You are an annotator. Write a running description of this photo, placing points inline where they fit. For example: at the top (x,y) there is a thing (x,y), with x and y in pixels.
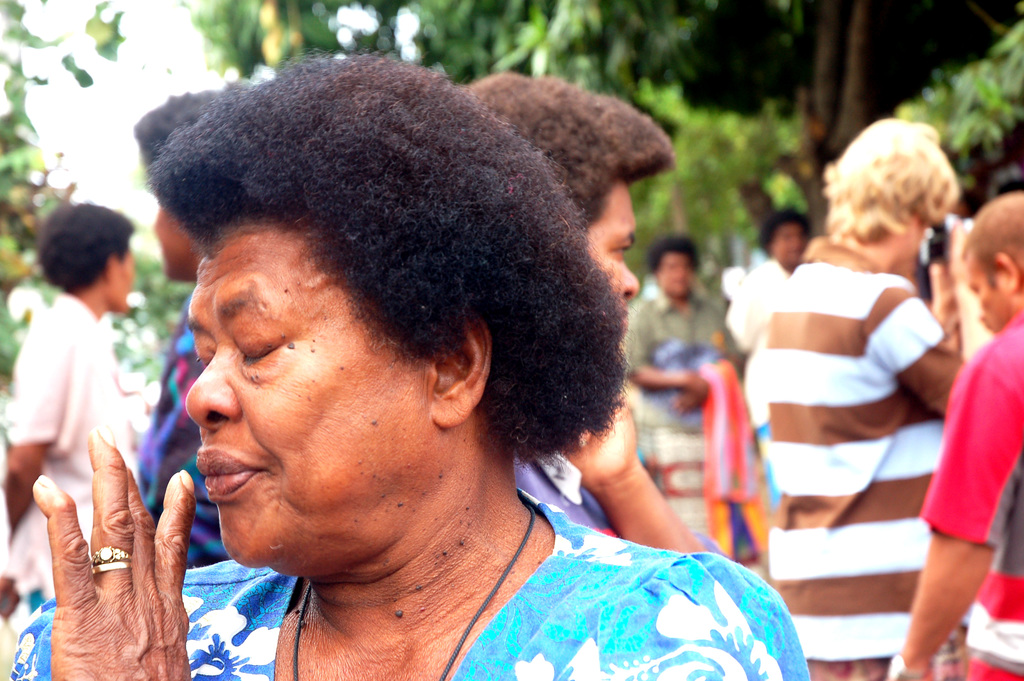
This image consists of a woman (385,447) wearing blue dress (570,606). In the background (68,487), there are many people (906,266). And there are trees (684,67).
